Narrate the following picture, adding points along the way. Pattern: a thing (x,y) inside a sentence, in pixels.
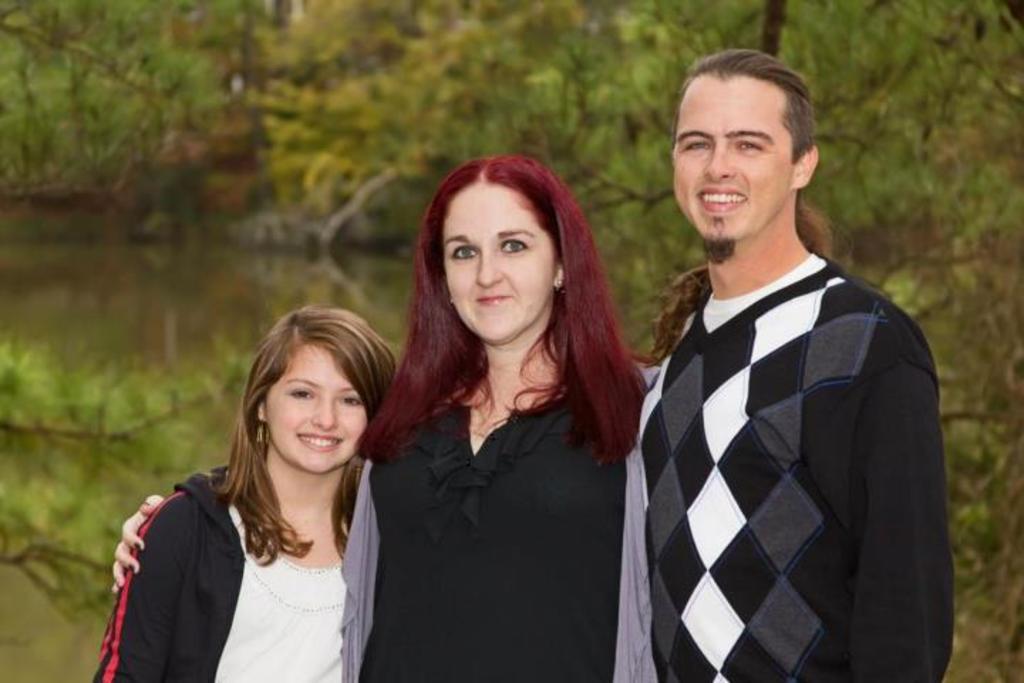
There are three persons (487,448) standing and smiling. In the background (506,122) there are trees (857,150).
